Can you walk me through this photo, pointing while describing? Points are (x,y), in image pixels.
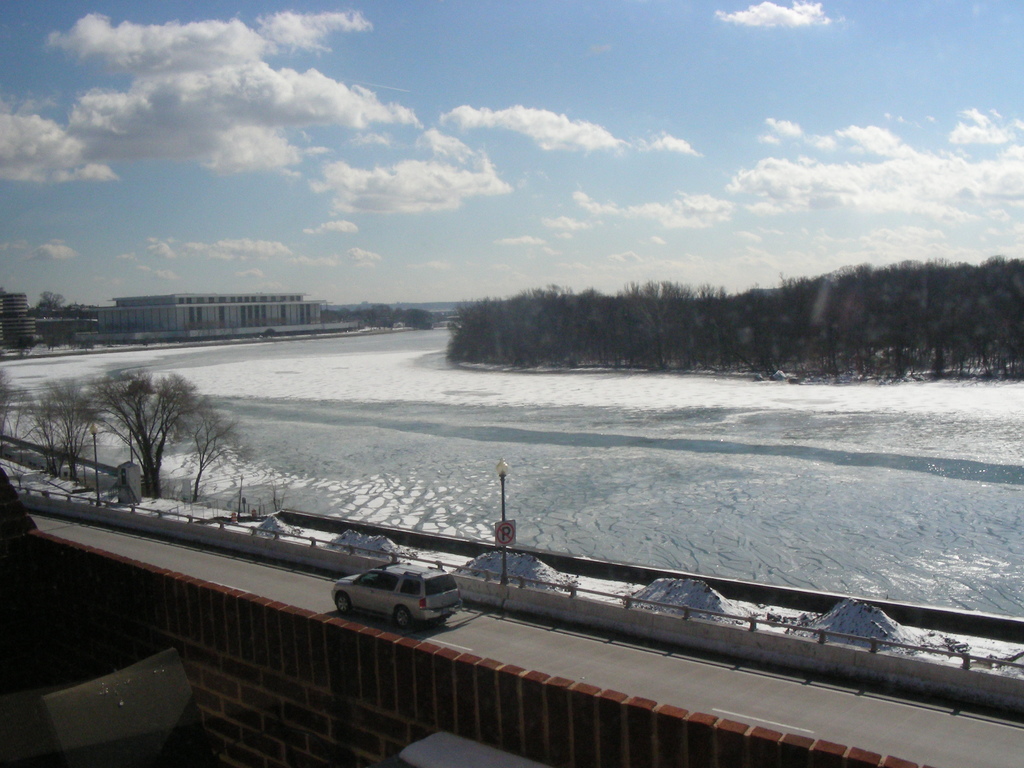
In this image I can see a road (352,617) in the front (555,655) and on it I can see a car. I can also see two poles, two lights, a sign board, number of trees (73,454) and few buildings (123,327). In the background (410,225) I can see clouds (883,180) and the sky (437,222).
